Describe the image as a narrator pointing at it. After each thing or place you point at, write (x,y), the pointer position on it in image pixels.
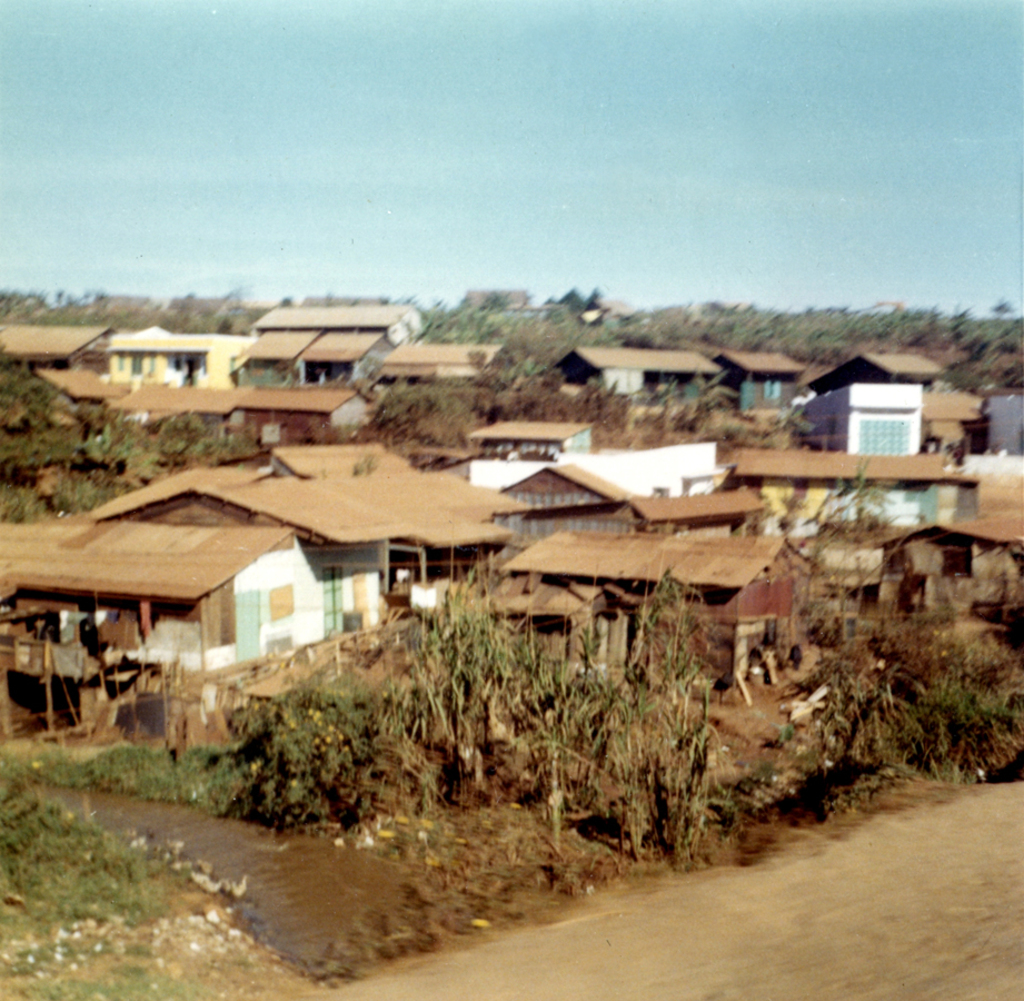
This image is slightly blurred, where we can see trees (396,690), houses (735,654), road (590,994) and the sky (71,44) in the background (543,308).
